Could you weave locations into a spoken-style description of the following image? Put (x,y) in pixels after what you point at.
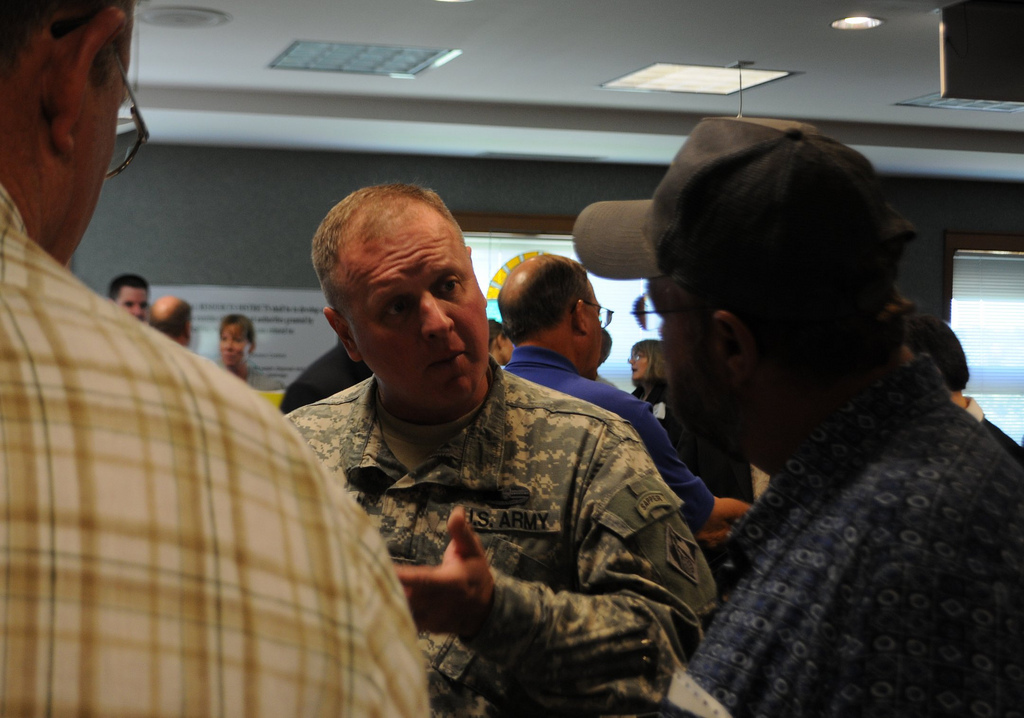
In this picture, there are three people (545,549) in the center (453,306). A person (518,636) in the middle (472,404) is wearing an uniform (513,449). Towards the right (852,630), there is another person (773,517) wearing blue shirt (857,512) and black cap (774,244). Towards the left (125,550), there is a man (163,452) wearing yellow check shirt (208,501). In the background (501,347), there are people (565,320). On the top (499,92), there is a ceiling (575,77) with lights (333,71).
